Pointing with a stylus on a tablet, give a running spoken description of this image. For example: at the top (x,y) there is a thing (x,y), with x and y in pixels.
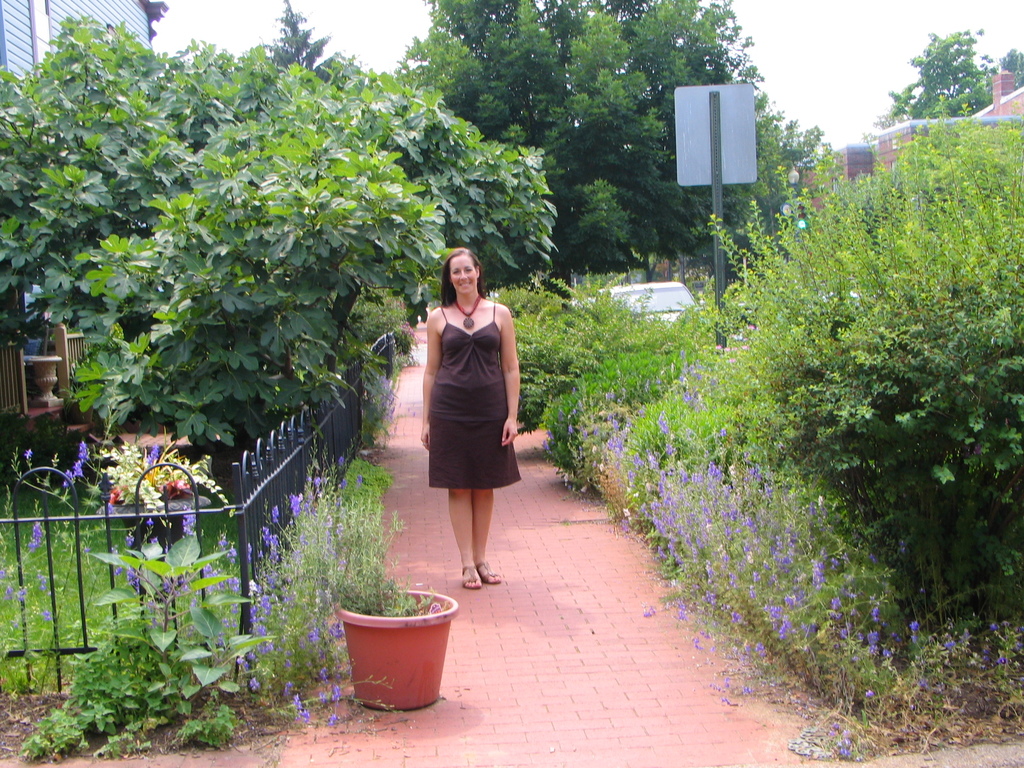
In the picture we can see a path (628,674) with tiles (550,763) and a woman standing on it she is with black dress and smile and beside her left hand side we can see some plants (331,494) and violet color flowers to it and behind it we can see a railing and behind it we can see some plants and on the right hand side of a woman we can see some plants (984,287) with violet color flowers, and a part of car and in the background (912,65) we can see a tree (953,73) and a sky (191,35).
